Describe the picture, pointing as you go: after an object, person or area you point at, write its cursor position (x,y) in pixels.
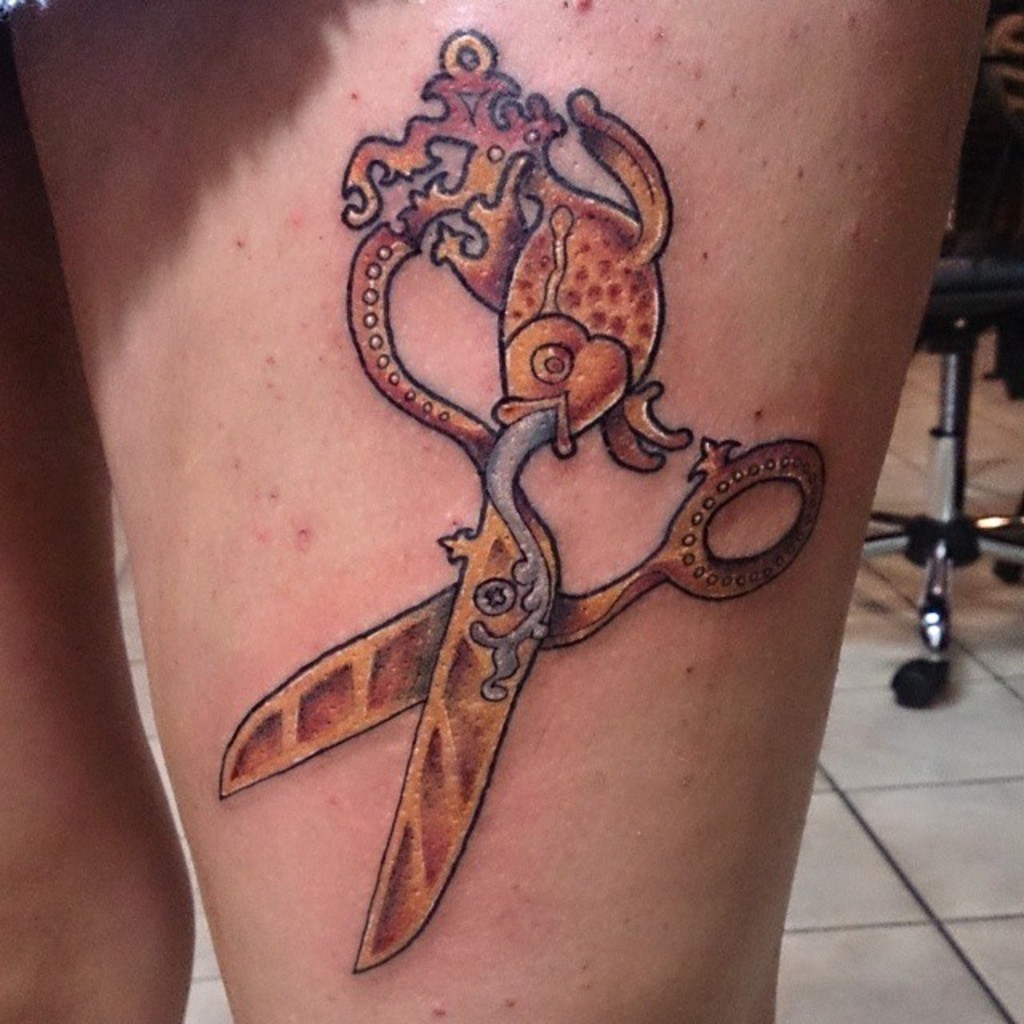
In this image we can see a tattoo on the leg (822,267). At the bottom of the image (915,913) there is floor (874,927). To the right side of the image (873,515) there is a chair (1023,288).
